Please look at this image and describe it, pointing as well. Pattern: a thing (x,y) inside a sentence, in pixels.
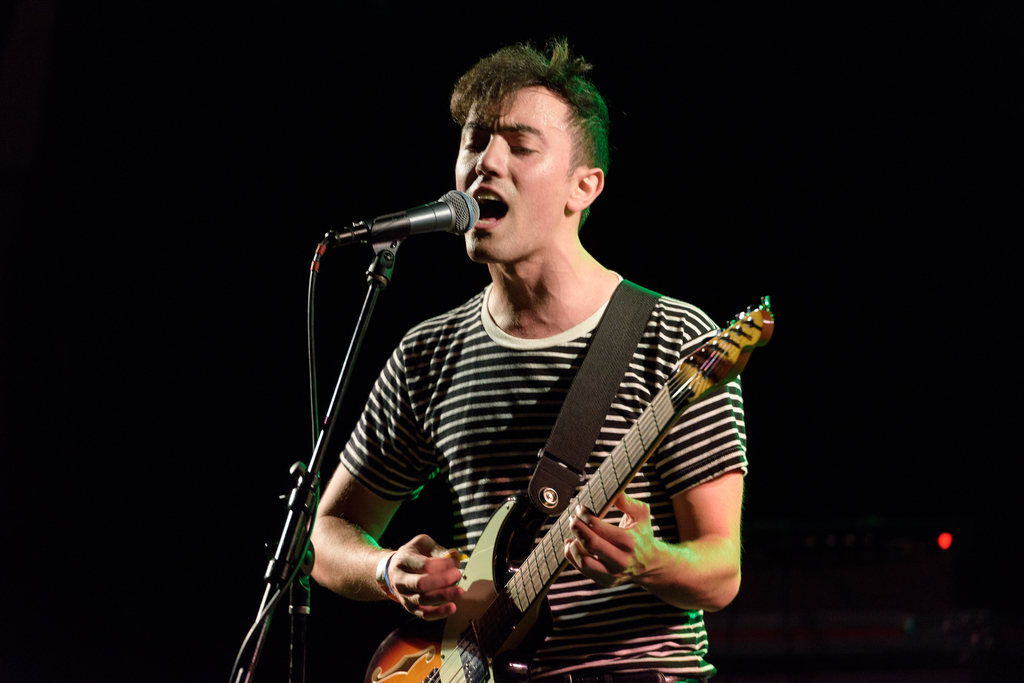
This is the man (509,403) wearing T-shirt (459,428) and standing. He is playing guitar (543,571) and singing a song. This is the mic (402,228) attached to the mike stand (299,524).
